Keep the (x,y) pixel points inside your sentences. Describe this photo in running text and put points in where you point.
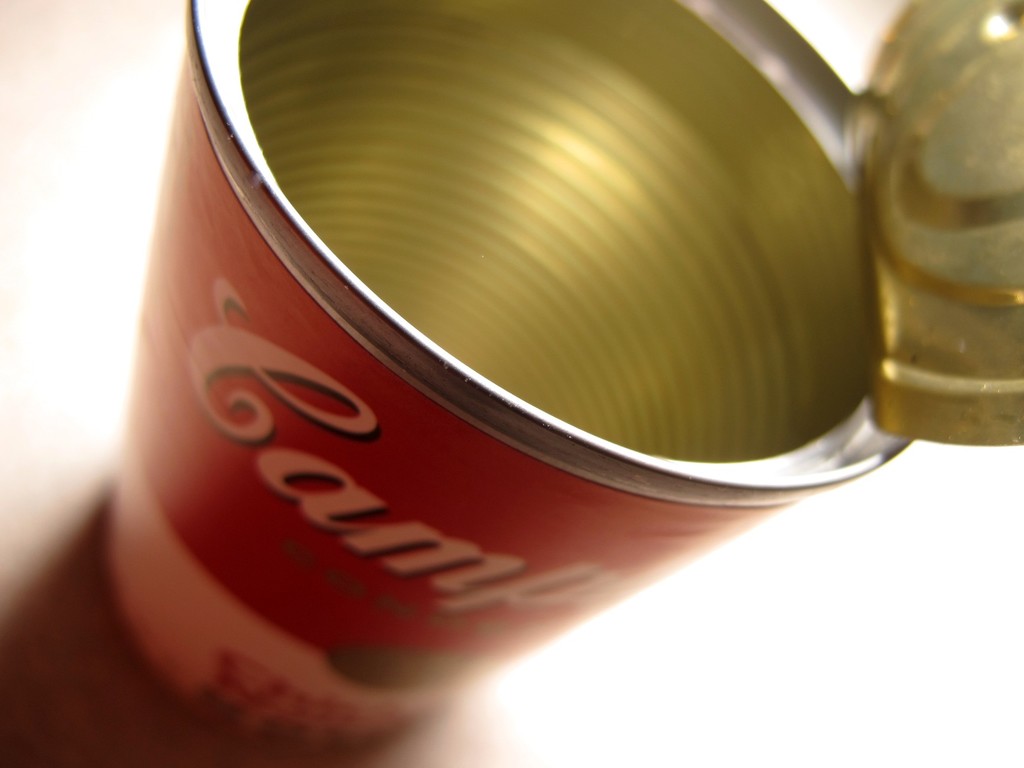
In this image we can see a can (527,397) with a text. In the background (59,161) it is blur.
